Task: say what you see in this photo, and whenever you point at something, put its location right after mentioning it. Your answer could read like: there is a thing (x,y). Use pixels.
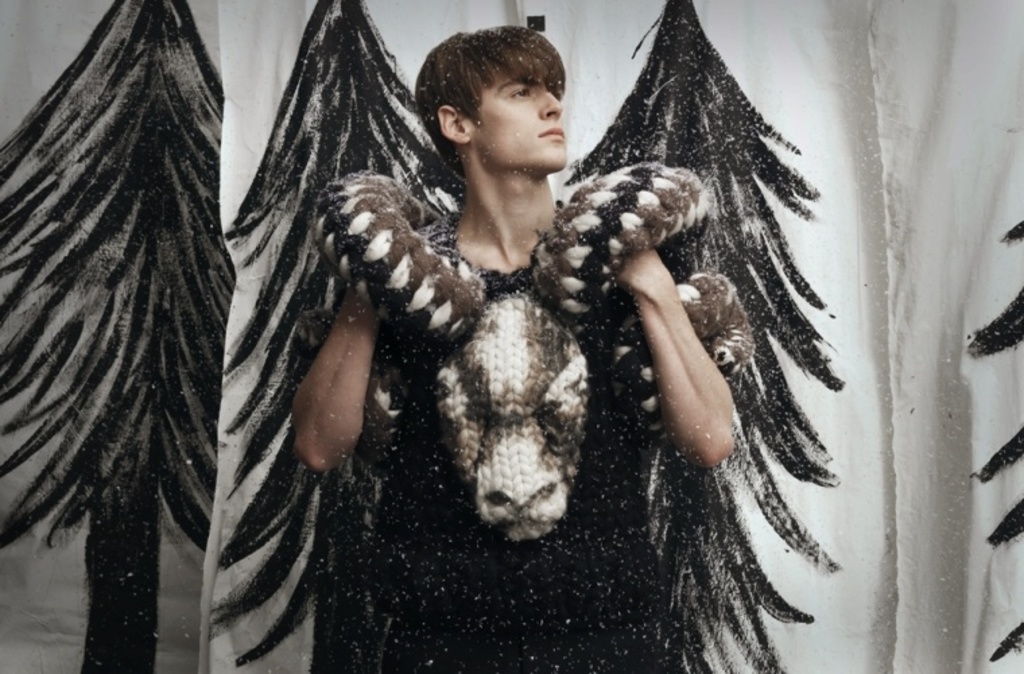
In this image there is a man (481,470) standing. He is wearing a costume (440,369). Behind him there are clothes (422,17) hanging. There is a print (718,112) of trees (318,116) on the cloth (113,168).
